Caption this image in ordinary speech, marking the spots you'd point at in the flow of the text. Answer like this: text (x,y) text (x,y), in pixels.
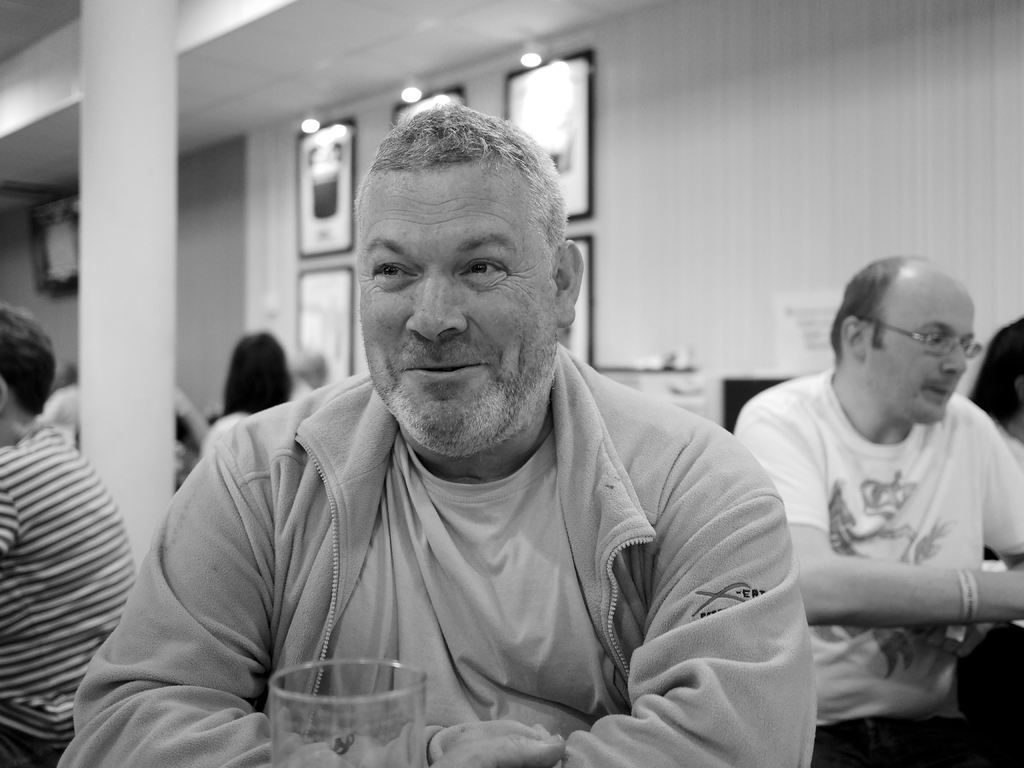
In this image there is a person (425,390) sitting and smiling, there is a glass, group of people (1018,592) sitting, and in the background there are frames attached to the wall (189,185), lights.
